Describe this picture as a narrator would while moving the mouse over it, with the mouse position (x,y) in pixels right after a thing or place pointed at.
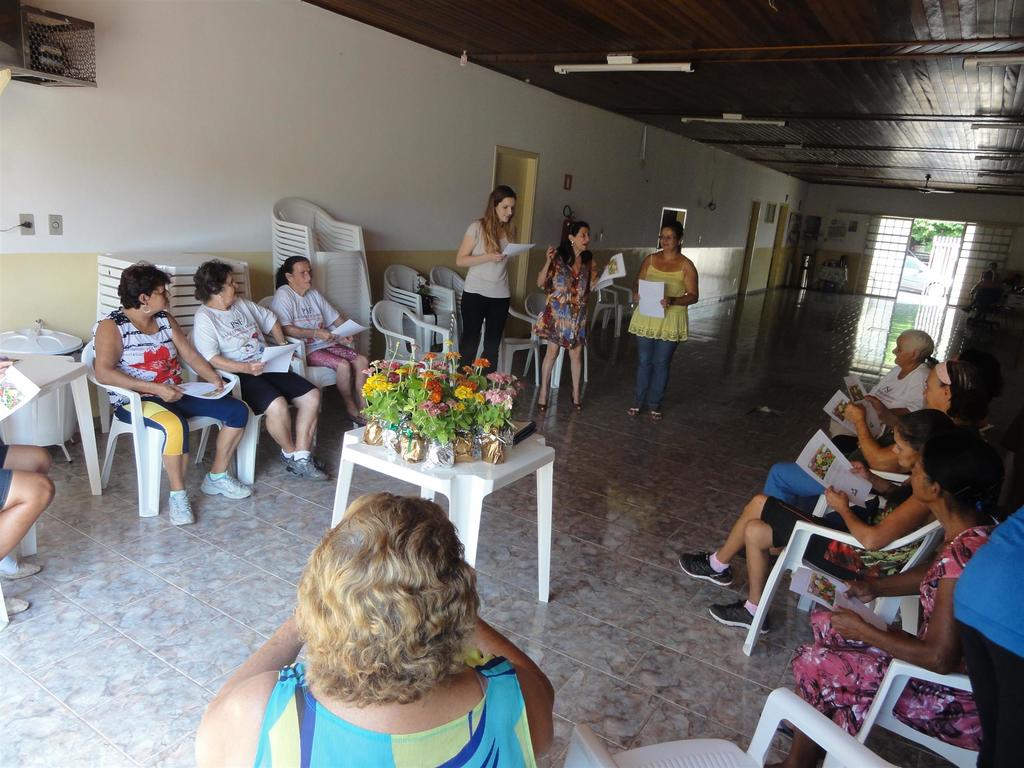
In this image there are group of people (407,507) sitting and standing reading out the papers (864,480) and at the middle of the image (463,409) there are flowers (437,419) and at the right side of the image (904,268) there is a door (937,267).
